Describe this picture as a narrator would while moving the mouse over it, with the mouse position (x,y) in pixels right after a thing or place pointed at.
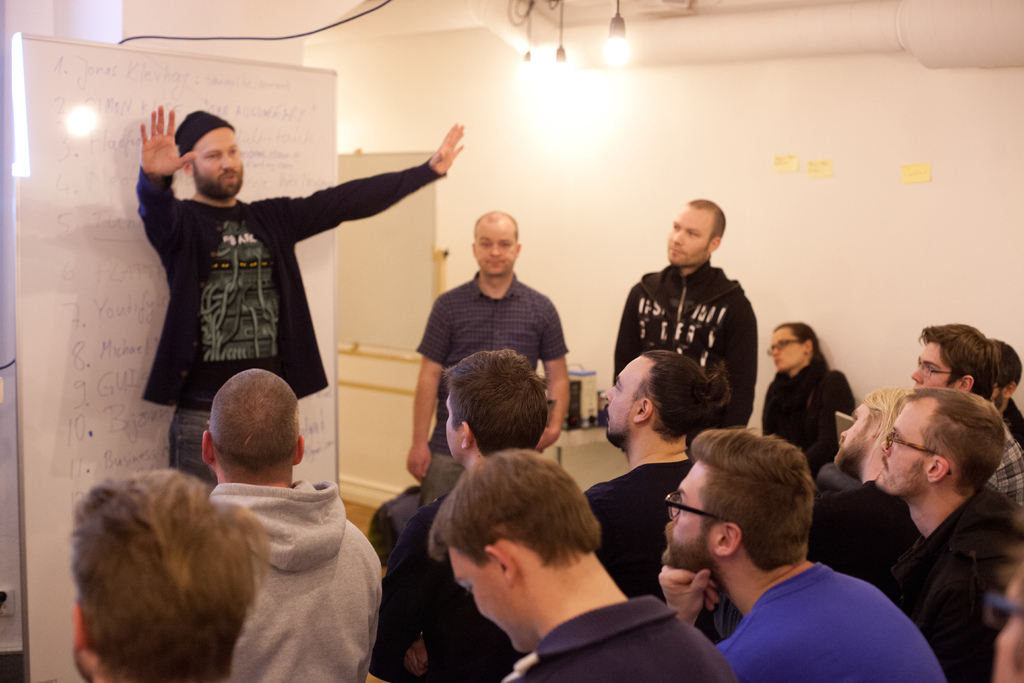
This picture describes about group of people (461,373), few people (530,379) are seated and few (487,290) are standing, in the background (144,284) we can see a board (36,185) and few lights (625,39).
